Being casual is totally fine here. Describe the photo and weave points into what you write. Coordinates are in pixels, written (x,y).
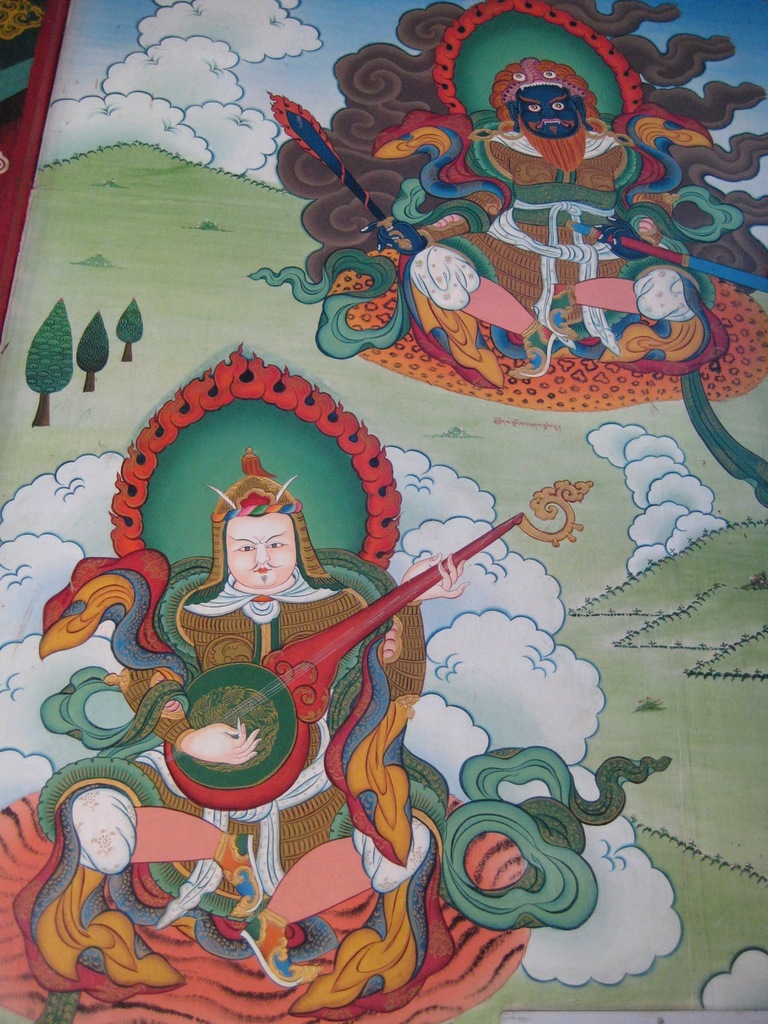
In the image we can see the painting (298,475). In the painting (298,475) we can see the people (447,594) holding a musical instrument (203,792) and sword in hand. Here we can see the grass (176,256) and the sky (356,45).
